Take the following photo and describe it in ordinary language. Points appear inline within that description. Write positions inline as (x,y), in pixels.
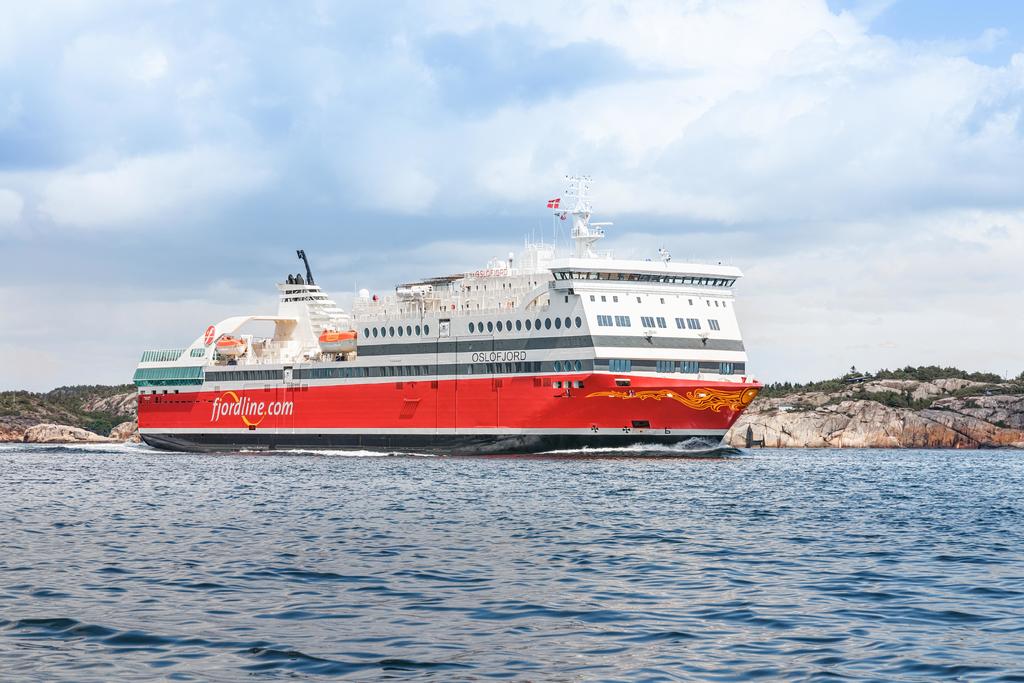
In this image I can see a ship (432,393) on the water (764,505). There are mountains (954,418) at the back (937,416) and sky (265,131) at the top (265,131).
